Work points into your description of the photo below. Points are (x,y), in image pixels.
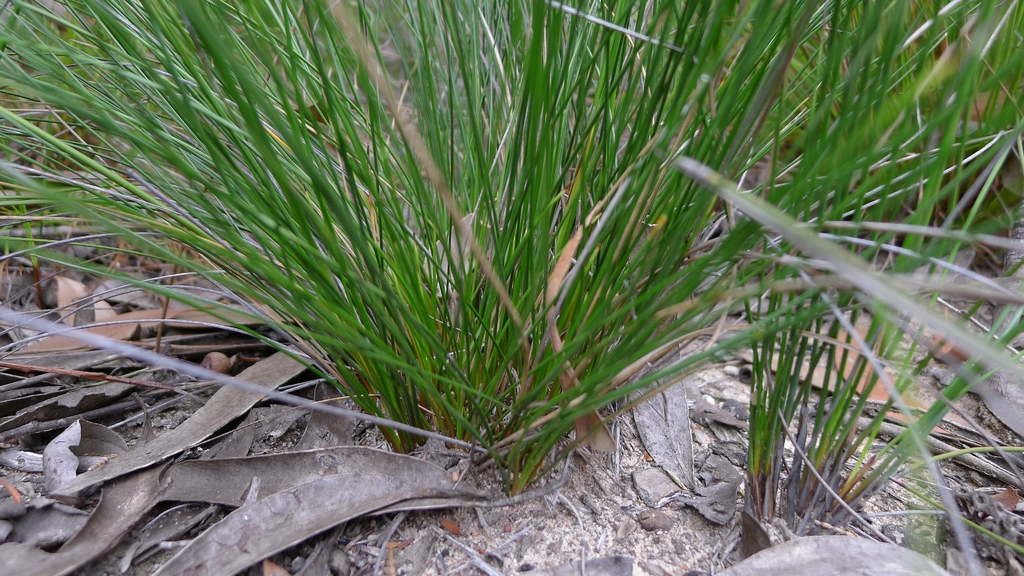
In this picture we can see grass (830,414).
